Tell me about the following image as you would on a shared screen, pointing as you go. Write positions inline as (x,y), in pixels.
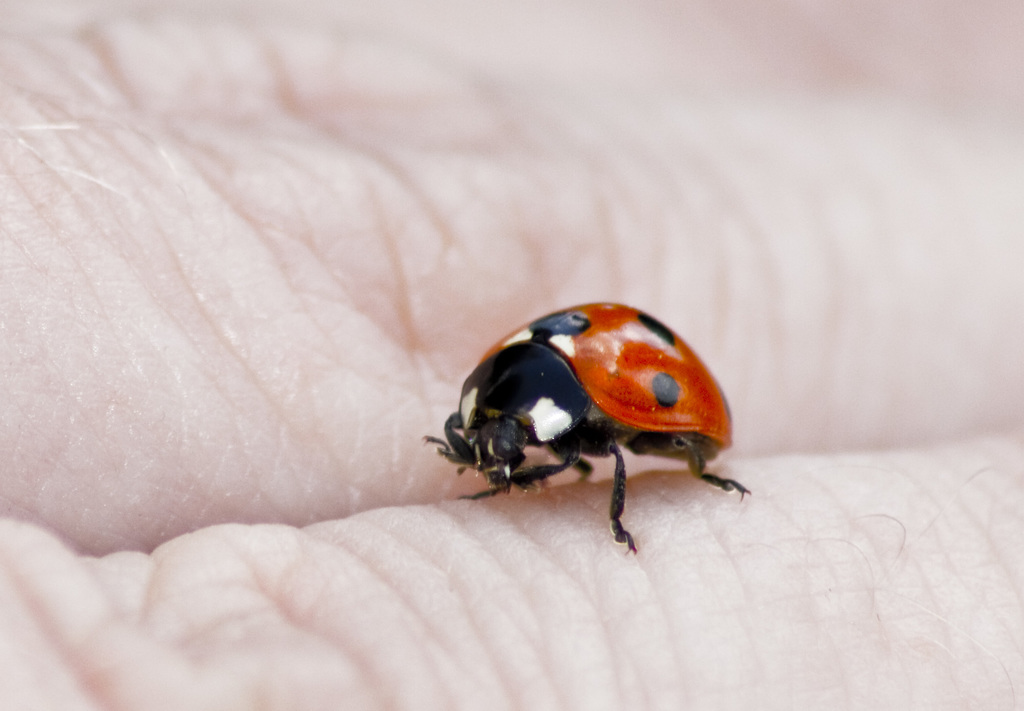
In this picture I can see the insect (615,389). I can see fingers (513,495) of a person (548,463).
